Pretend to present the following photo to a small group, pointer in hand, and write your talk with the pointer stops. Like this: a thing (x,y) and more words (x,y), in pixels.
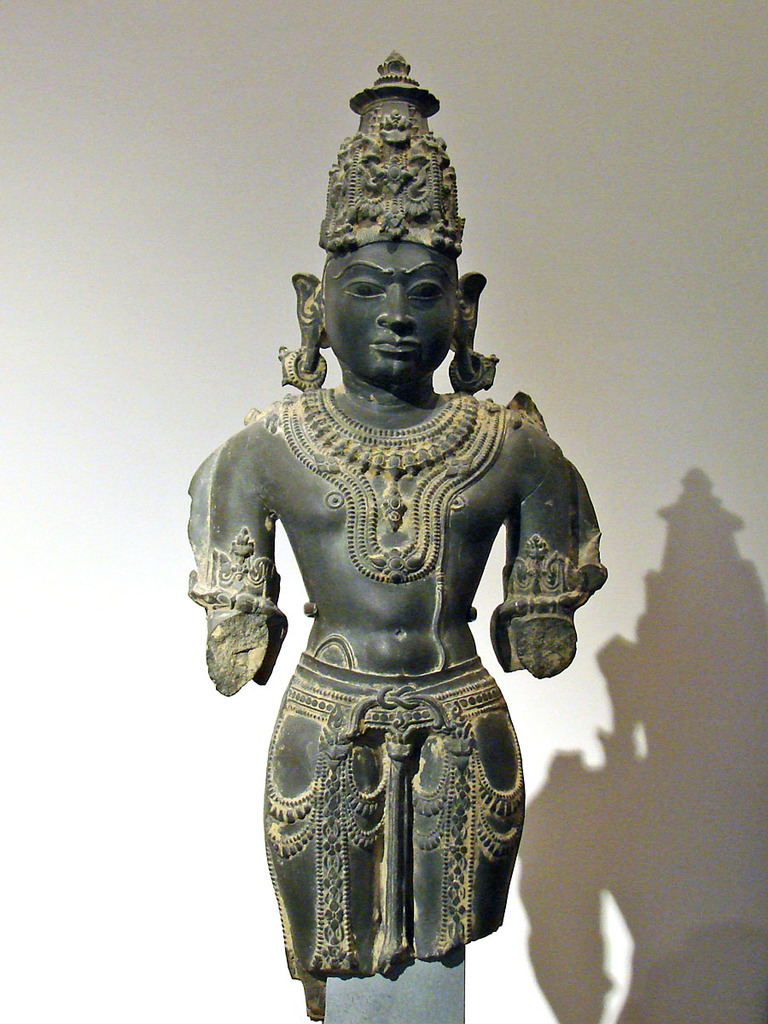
In the center of the image (475,669) we can see a sculpture (374,685). In the background (44,140) there is a wall (623,242).
